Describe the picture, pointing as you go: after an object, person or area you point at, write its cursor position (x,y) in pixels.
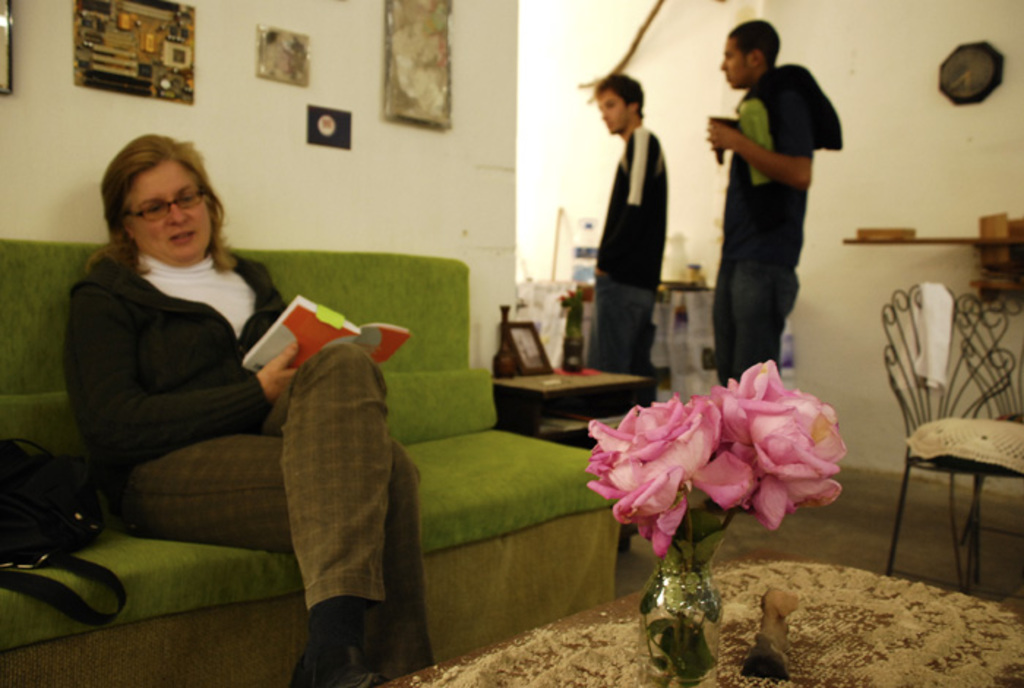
In this picture we can see a woman (328,409) who is sitting on the sofa (492,396). She has spectacles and she is reading. Here we can see a bag (79,490). This is table (904,642) and there is a flower vase (680,666). Here we can see two persons (778,193) standing on the floor (850,516). This is chair (925,435) and there is a wall (455,212). And these are the frames (418,100).
